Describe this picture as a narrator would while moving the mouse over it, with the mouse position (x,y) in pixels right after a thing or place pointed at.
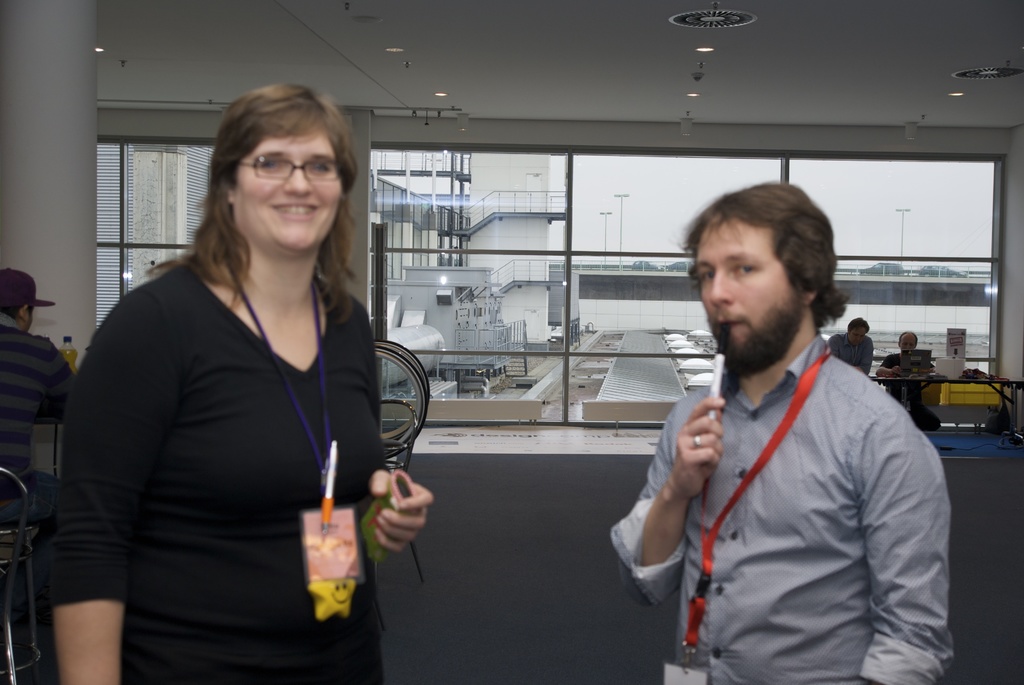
In this image we can see two persons (793,500) in the foreground (793,500) and they are holding objects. Behind the persons (186,393) we can see a wall (568,250) with a glass (637,324). On the right side (915,366), we can see two persons (899,368) and few objects (946,375) on a table (946,375). On the left side (45,318), we can see a pillar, bottle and a person (47,573) sitting on a chair (15,533). Through the glass (608,283) we can see a wall (510,190), stairs (513,346), machine (465,322), poles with lights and the sky (862,242).
